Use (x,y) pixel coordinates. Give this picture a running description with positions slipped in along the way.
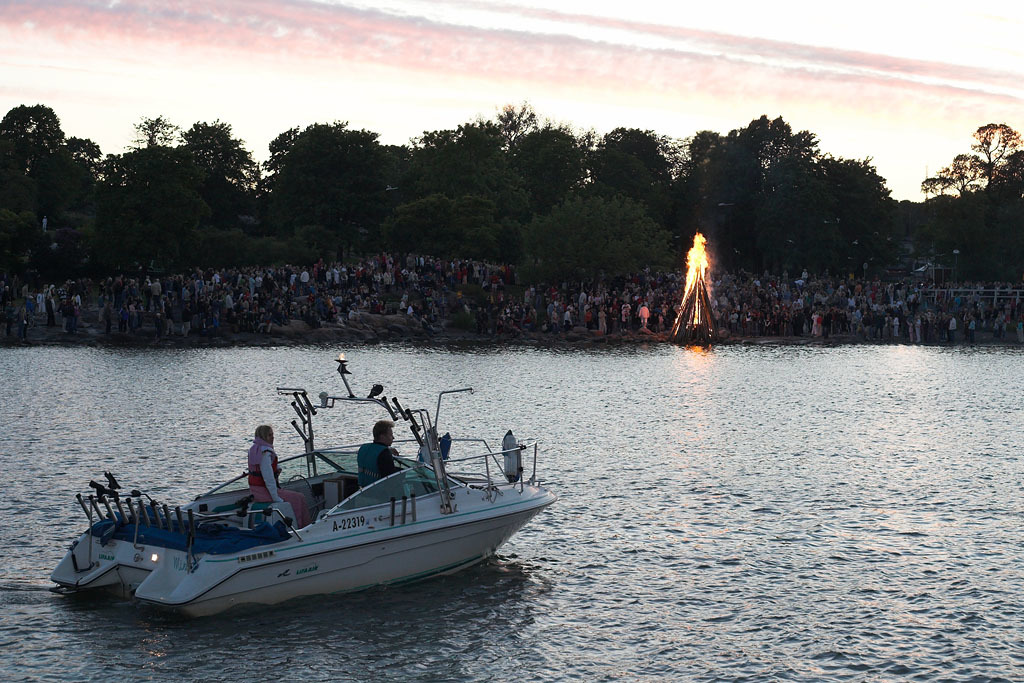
In this picture we can see group of people (296,276), and a boat (427,478) on the water (601,501), beside to the water (648,348) we can see fire (701,280), in the background (531,145) we can find few trees (484,192).
